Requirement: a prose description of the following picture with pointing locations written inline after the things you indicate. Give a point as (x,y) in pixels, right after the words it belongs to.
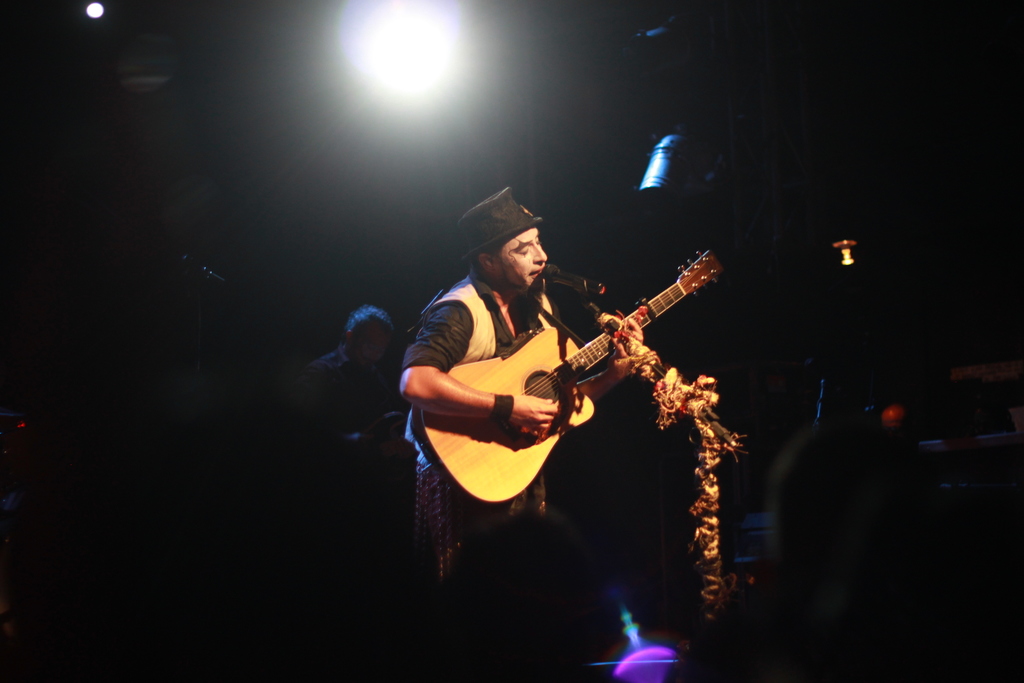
this picture shows a man (454,346) standing and playing guitar (467,384) and singing with the help of a microphone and he wore a cap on his head (481,264) and we see a person (353,412) back of him and a light (381,7) on the roof (283,60).
